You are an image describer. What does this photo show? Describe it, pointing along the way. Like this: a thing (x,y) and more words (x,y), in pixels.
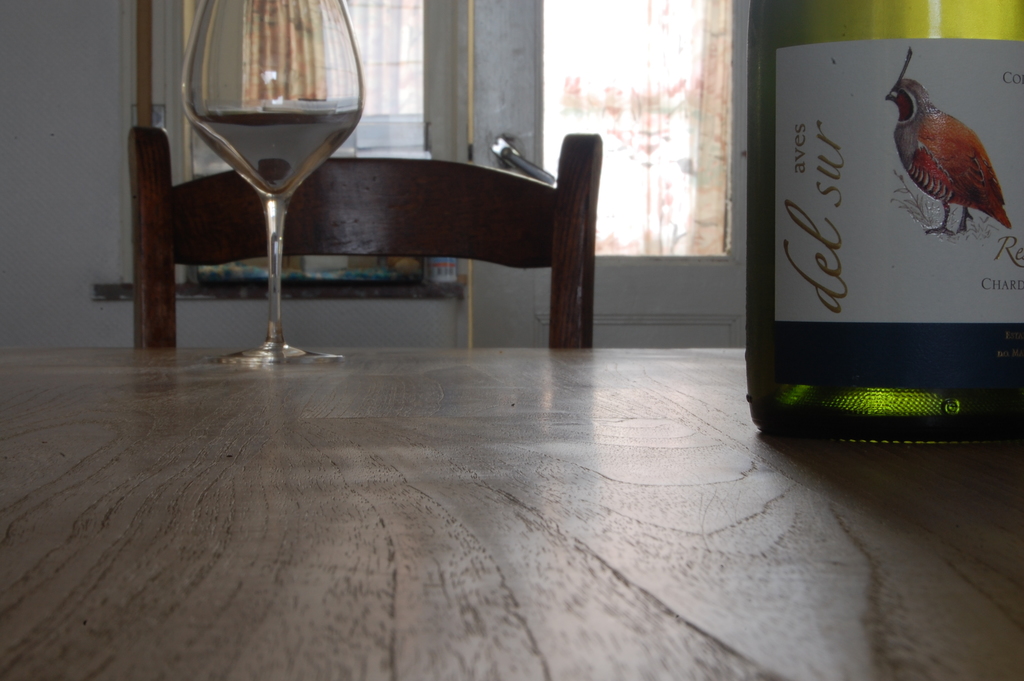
In this picture there is a wine glass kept on the table (620,494) and is wine bottle (1006,74) is also there in the background (511,83) there is a door (644,93) and window (386,109).
